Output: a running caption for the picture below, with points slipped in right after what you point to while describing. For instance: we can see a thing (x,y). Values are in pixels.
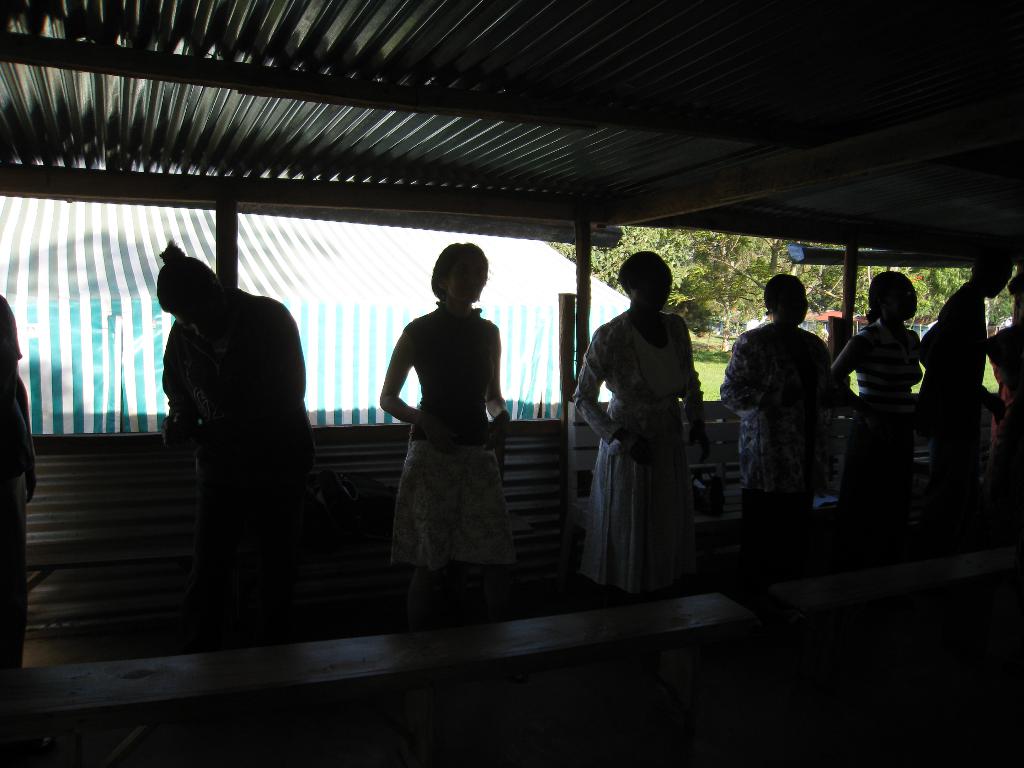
In this picture we can see a group of people (469,409) are standing. Behind the people (677,425), it looks like a bench (694,504) and the stall (365,258). On the right side of the stall (543,251) there are trees (681,248).
